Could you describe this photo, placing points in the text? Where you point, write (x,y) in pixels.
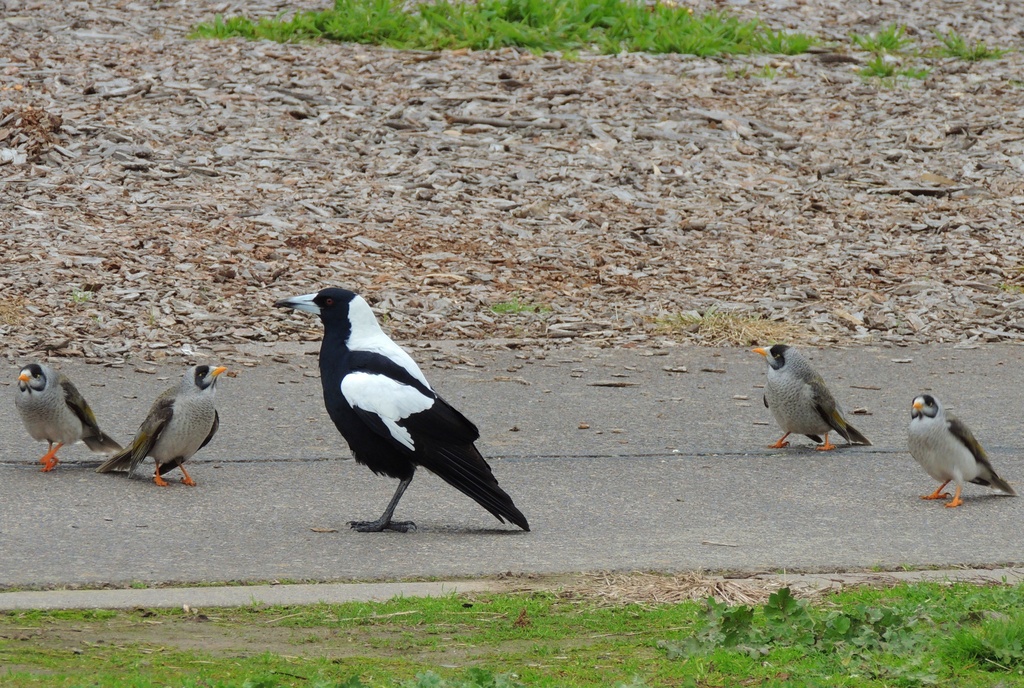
In this image we can see birds (312,304) on the road (84,450). At the bottom of the image (275,685) there is grass (982,651). In the background of the image (437,203) there are wood chips (325,144).
